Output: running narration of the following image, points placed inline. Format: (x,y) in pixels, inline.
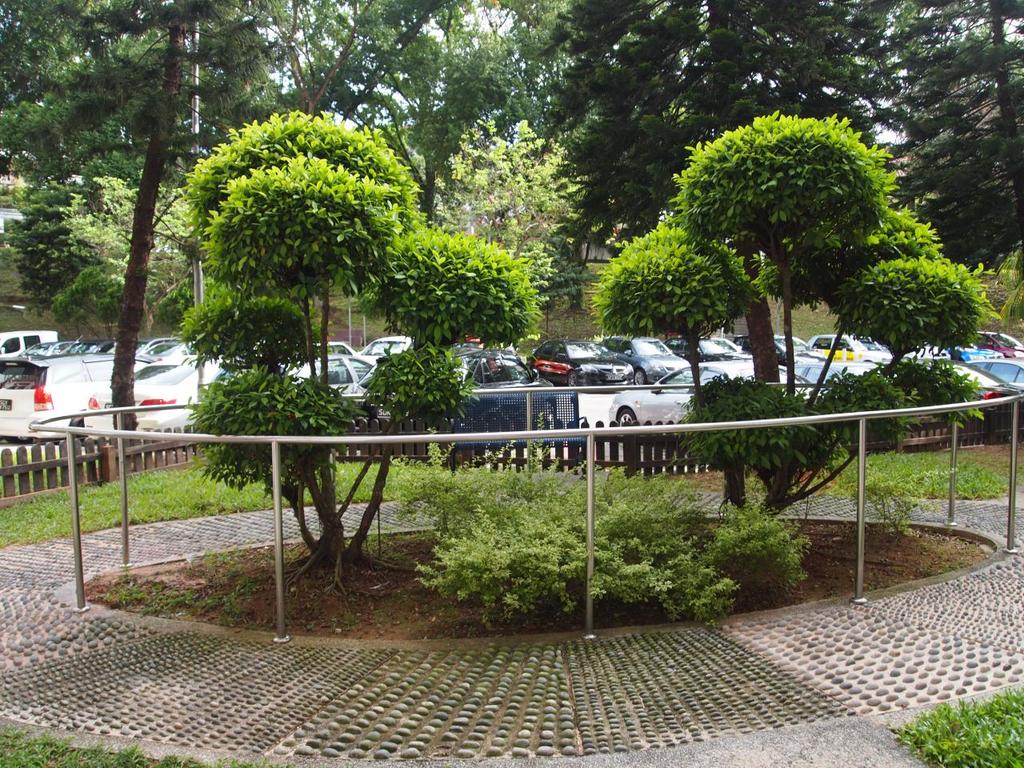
In this picture we can see plants (888,385) and trees (293,405) near to the steel poles (611,429). Here we can see many vehicles (25,371) standing on the road (603,417). Here we can see a wooden fencing (668,466). On the top (112,116) we can see many trees (660,142). On the bottom right corner (980,706) we can see grass (1023,726).
